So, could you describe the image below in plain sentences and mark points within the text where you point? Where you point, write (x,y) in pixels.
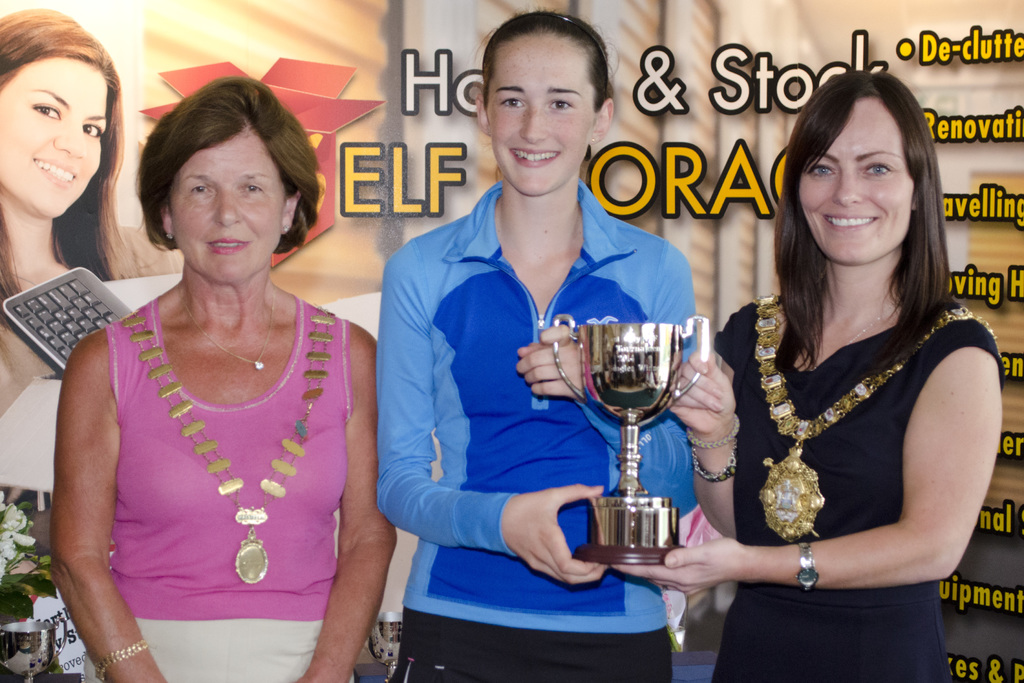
In this picture there are three women (493,200). A woman (351,491) towards the left (285,436), she is wearing a pink top (180,428). In the middle (613,427), there is a woman (502,453) wearing a blue t shirt (466,545) and she is holding a cup (659,370). The another woman (785,393) is presenting the cup (637,475) and she is wearing a black dress (885,479). In the background (429,167), there is a banner (21,132) with some pictures (103,69) and text (765,79).
